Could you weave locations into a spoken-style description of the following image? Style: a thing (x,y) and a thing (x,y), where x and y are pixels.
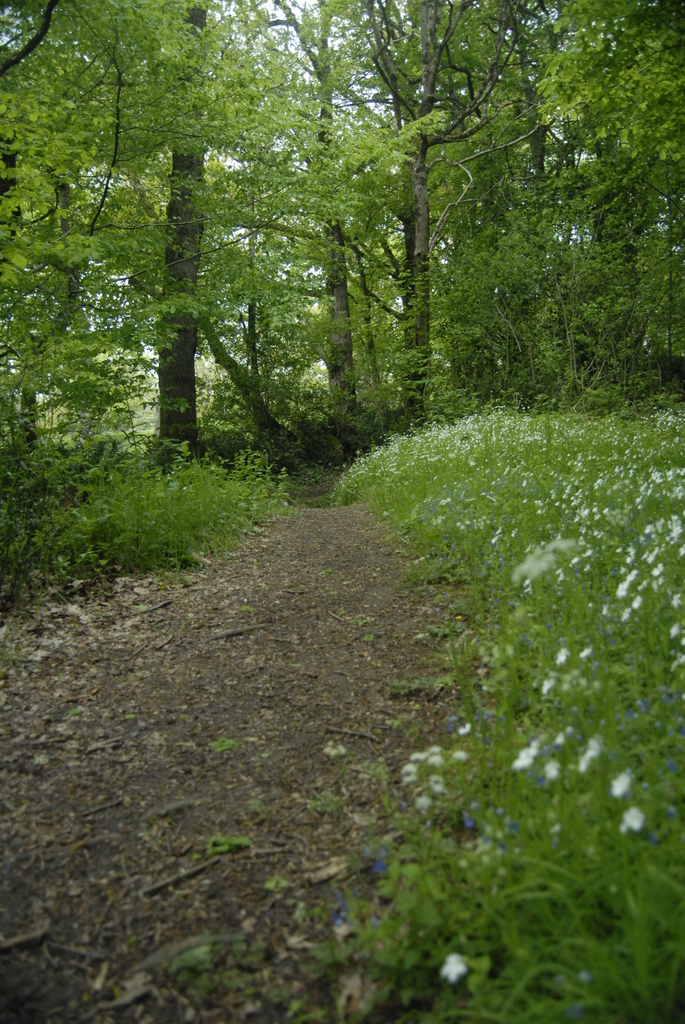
Here we can see path (305,586). To the either side of the path (213,712) we can see small plants (269,493) on the ground (17,670). In the background (261,180) we can see trees (248,129) and sky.
